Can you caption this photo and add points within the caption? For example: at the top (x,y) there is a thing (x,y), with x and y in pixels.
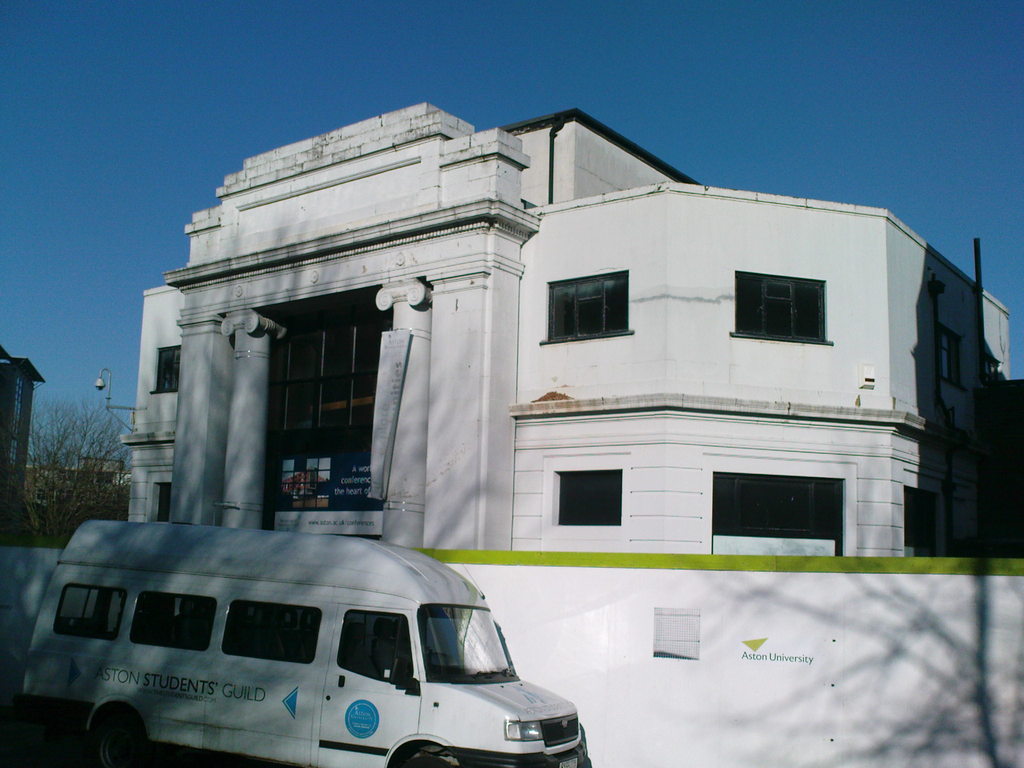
In this image we can see a white color van (246,653). Behind the van (336,609), boundary wall (832,604) is there. Behind the boundary wall (708,617), we can see building (411,388), light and tree (85,463). The sky (273,56) is in blue color.
